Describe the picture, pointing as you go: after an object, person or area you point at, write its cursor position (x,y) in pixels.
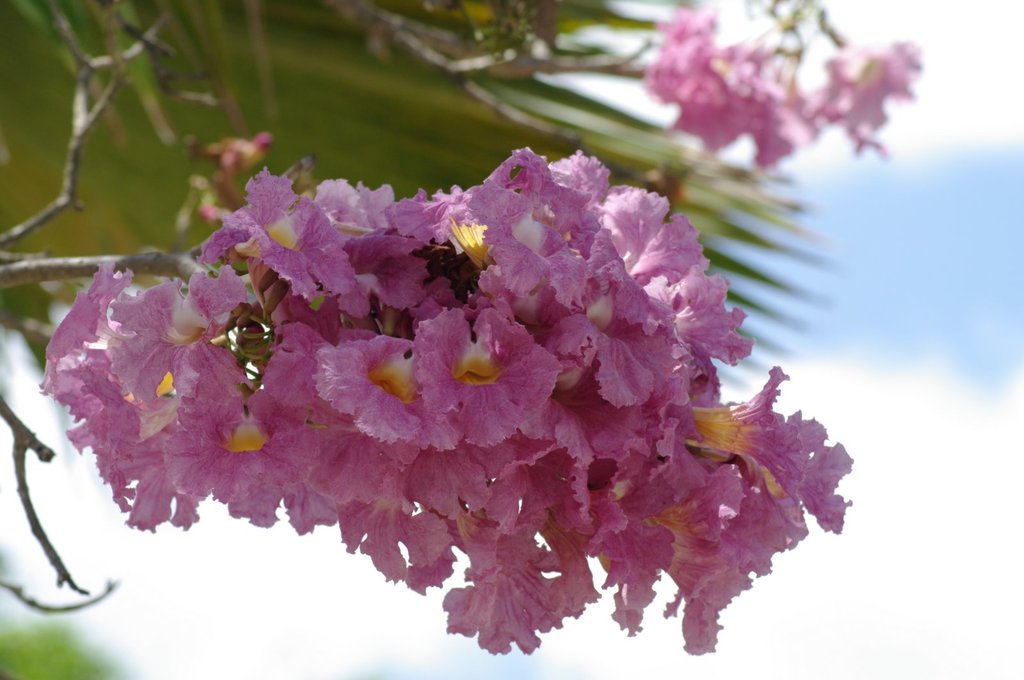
In this image we can see the flowers (365,354) and leaves (502,136).
